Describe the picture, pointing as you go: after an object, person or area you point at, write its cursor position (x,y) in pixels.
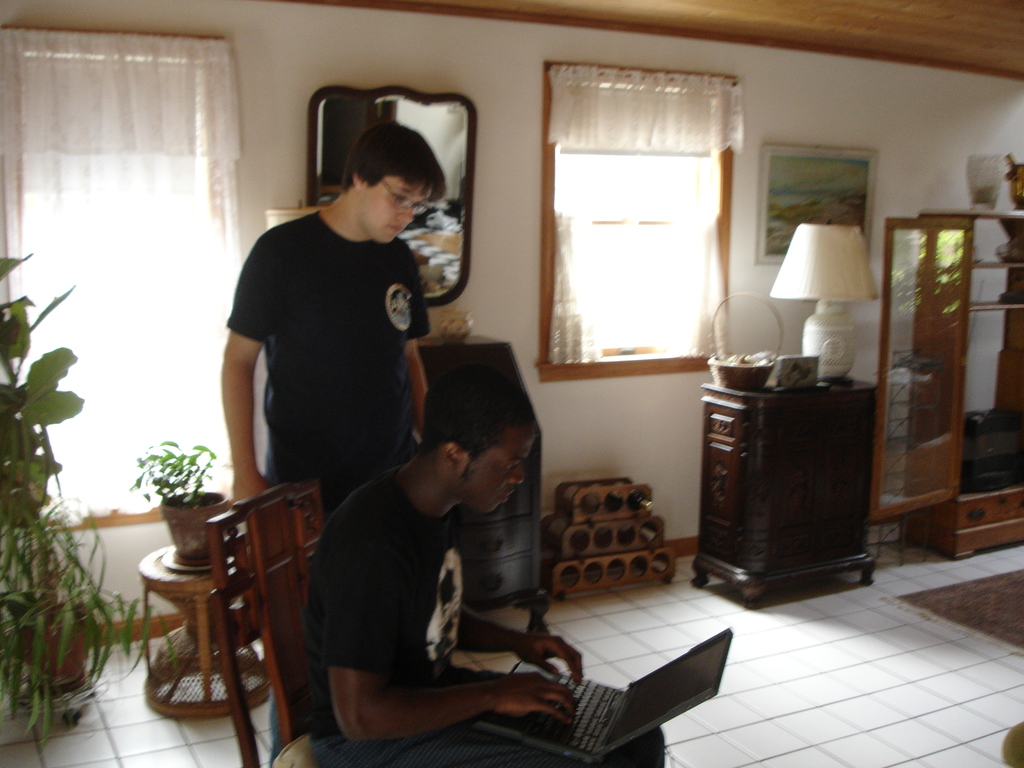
The picture is taken in a closed room (186,620) in which there is only two people (338,473) and one person (368,668) is sitting in the chair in black dress (436,639) and operating laptop (615,724) and another is standing behind him in black dress (347,272) and behind the people (320,246) there is a wall (268,186) with windows (546,232) and curtains (611,117) and big mirror (433,211) and photos (826,204) on it and at the left corner of the picture (30,578) there are plants (95,585) and at the right corner of the picture (741,522) there is one table (722,443) on which a basket (754,380) and a bed lamp (829,349) is present and at the corner there is one wardrobe (918,268) made of wooden (949,515) and there is one wine rack (611,576).
